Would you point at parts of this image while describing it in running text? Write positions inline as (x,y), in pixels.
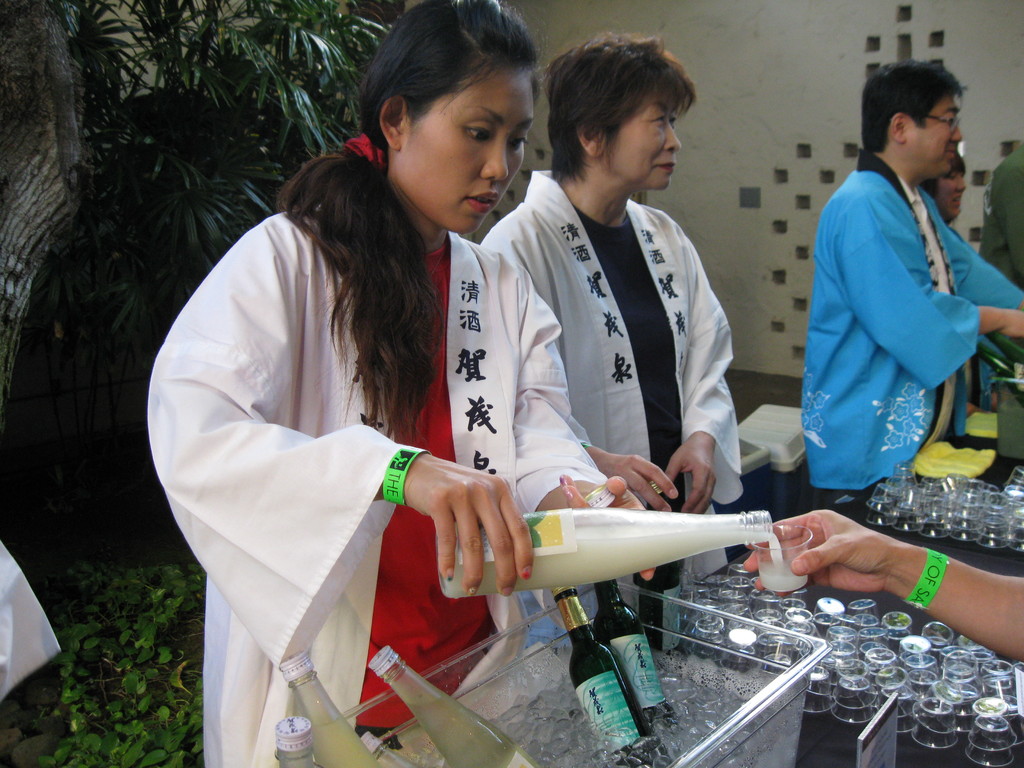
In this image in the center (421,444) there are some people (629,395) who are standing and at the bottom (326,719) there are some bottles (312,713) and glasses (757,615) and one woman (526,481) is holding a bottle (684,533), and in the background (114,123) there are some trees (345,35) plants (124,601) and a wall (734,220).
